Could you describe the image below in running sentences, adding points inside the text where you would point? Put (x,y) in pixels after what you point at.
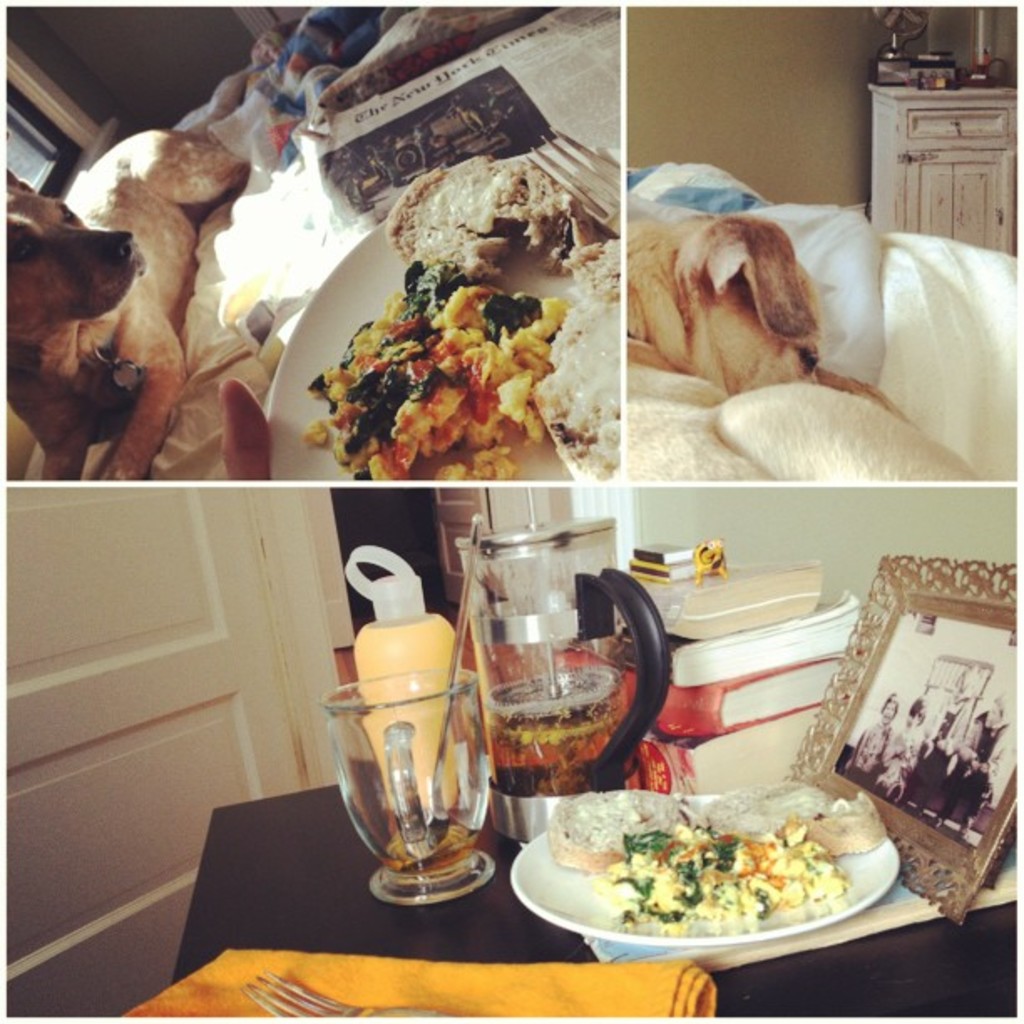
In this image i can see a dog (216,177) sleeping on the bed (215,235), a news paper (373,188), a pillow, a bed sheet (336,52), a plate (324,419) with food item (550,357) in it. In this image i can see a table (381,902) on which there is a photo frame (904,795), few books (763,655), a French press (604,656), a glass (431,696), a plate (535,855) with food item (598,879) in it.
